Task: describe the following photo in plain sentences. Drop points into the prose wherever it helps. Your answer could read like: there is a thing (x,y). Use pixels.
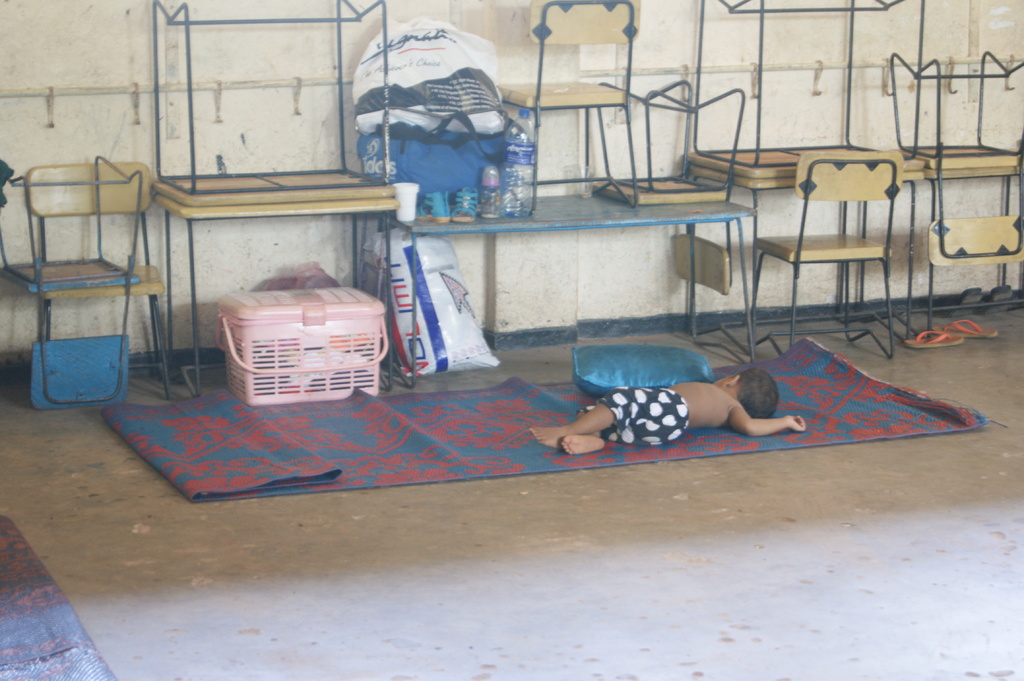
In the center of the image (590,377) we can see pillow (615,386) and baby (644,395) sleeping on the mat (377,449). In the background (673,140) benches (837,151), chairs (75,262), containers (236,324), covers (423,82), bottles (490,187), slippers (954,324) and wall (942,292).
